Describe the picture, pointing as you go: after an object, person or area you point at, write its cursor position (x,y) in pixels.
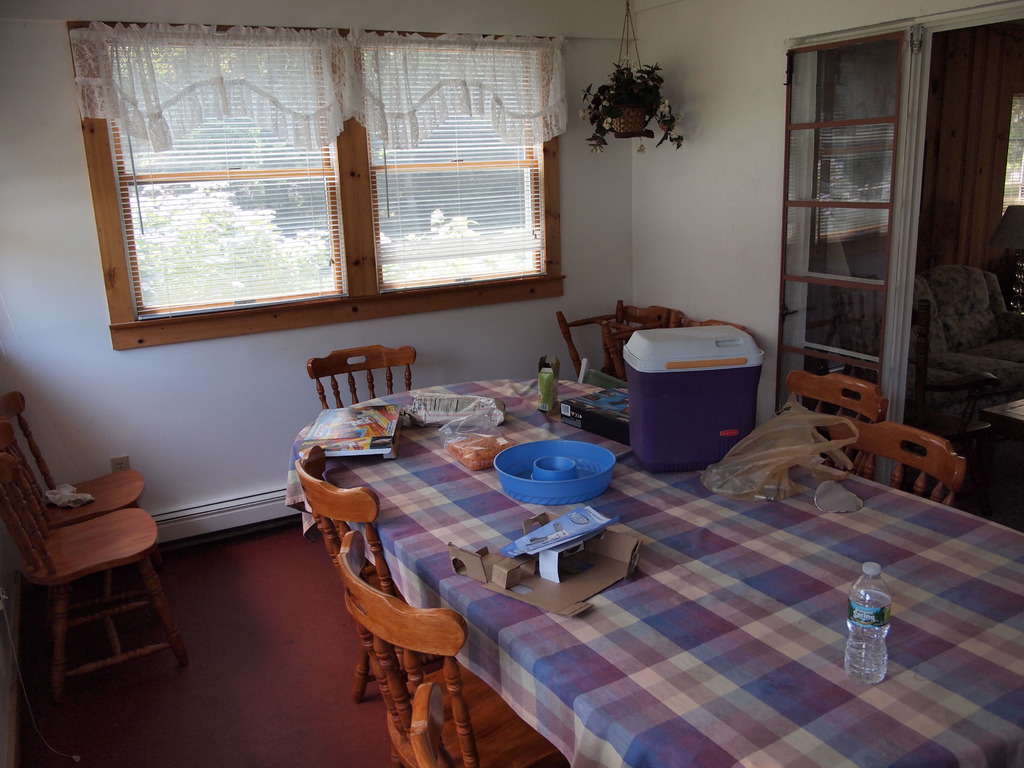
This picture describes about inside view of a room (511,359), in this we can find a box (647,356), bottle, cover (796,453) and other things (445,401) on the table (566,630), beside to the table (695,531) we can see few chairs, in the background (645,89) we can find a plant (648,105), curtains (296,74) and trees (248,198), and also we can see a sofa (993,345) and a light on the right side of the image (965,318).
